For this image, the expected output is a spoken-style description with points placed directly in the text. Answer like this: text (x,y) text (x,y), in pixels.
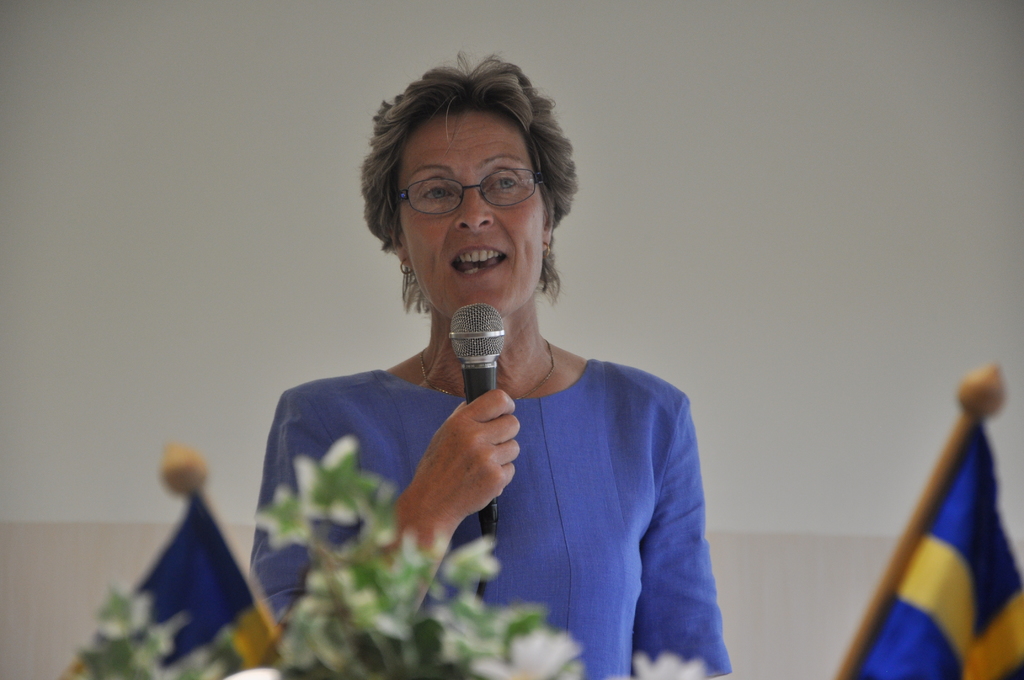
This picture shows a woman (379,131) standing and speaking with the help of a microphone (465,313) and we see two Flags (1018,605) on the podium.
